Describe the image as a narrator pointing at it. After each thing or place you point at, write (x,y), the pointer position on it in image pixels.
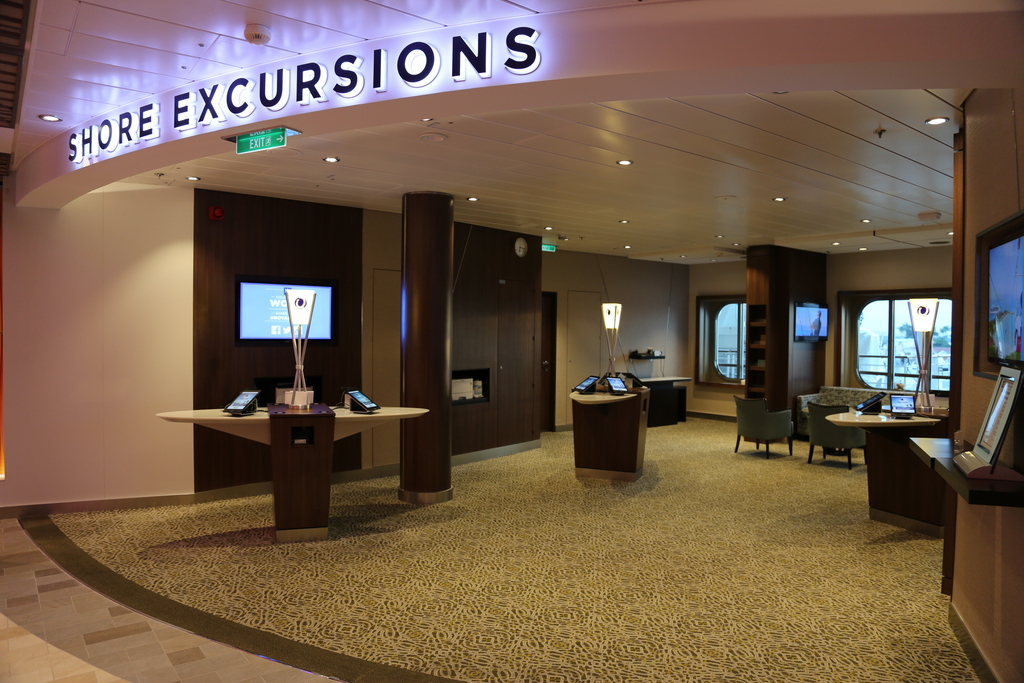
It looks like a showroom (523,513), in the middle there is a t. v (324,330). There are ceiling lights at the top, on the right side (938,417) there are sofa chairs (841,436) and a table (856,416).
